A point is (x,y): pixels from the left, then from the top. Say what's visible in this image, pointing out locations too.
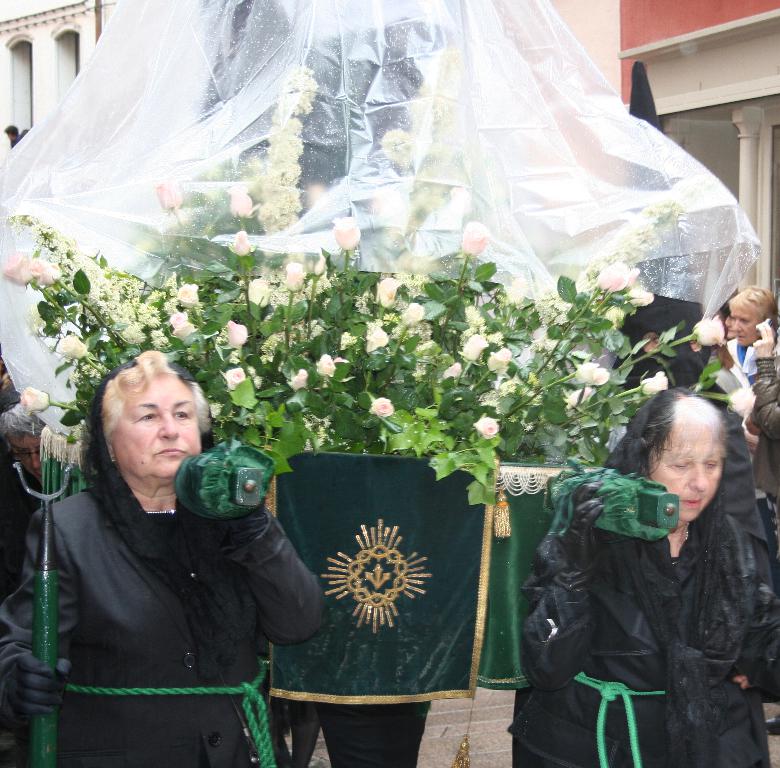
In this picture we can see a group of people (206,624), here we can see plants (266,373), flowers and some objects (408,486) and in the background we can see a wall (696,84), pillars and some objects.
